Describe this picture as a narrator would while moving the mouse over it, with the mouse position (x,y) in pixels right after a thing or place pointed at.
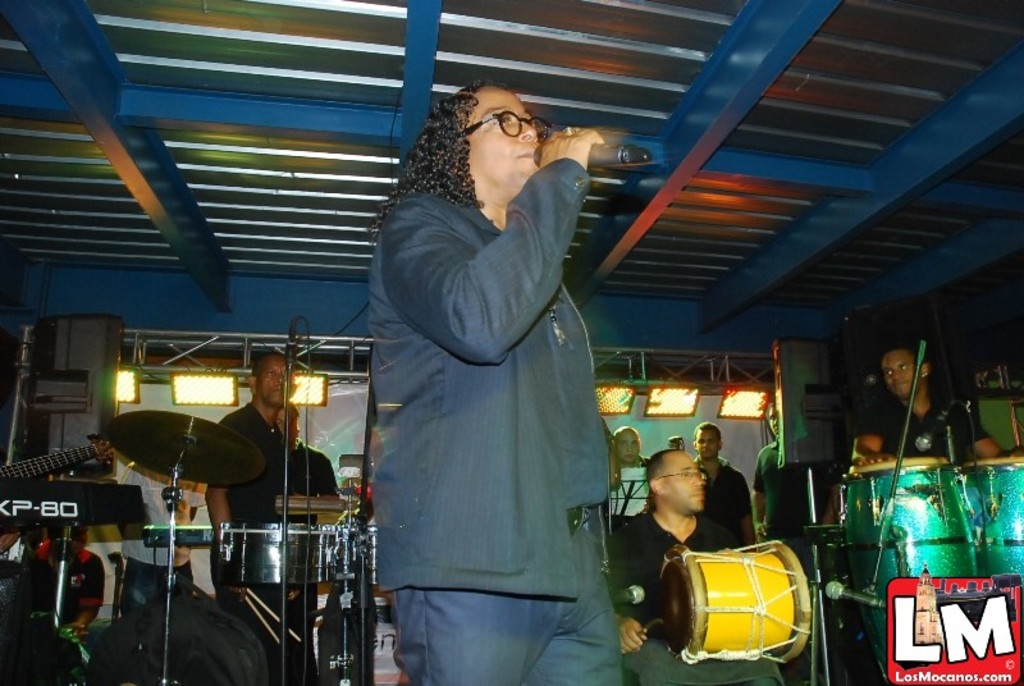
In this image we can see a few people (487,465), some of them are playing musical instruments (329,574), one person (501,400) is holding a mic (546,149), there are lights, mics (289,358), also we can see the rooftop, and the wall (321,330), there are text (931,651) on the image.
